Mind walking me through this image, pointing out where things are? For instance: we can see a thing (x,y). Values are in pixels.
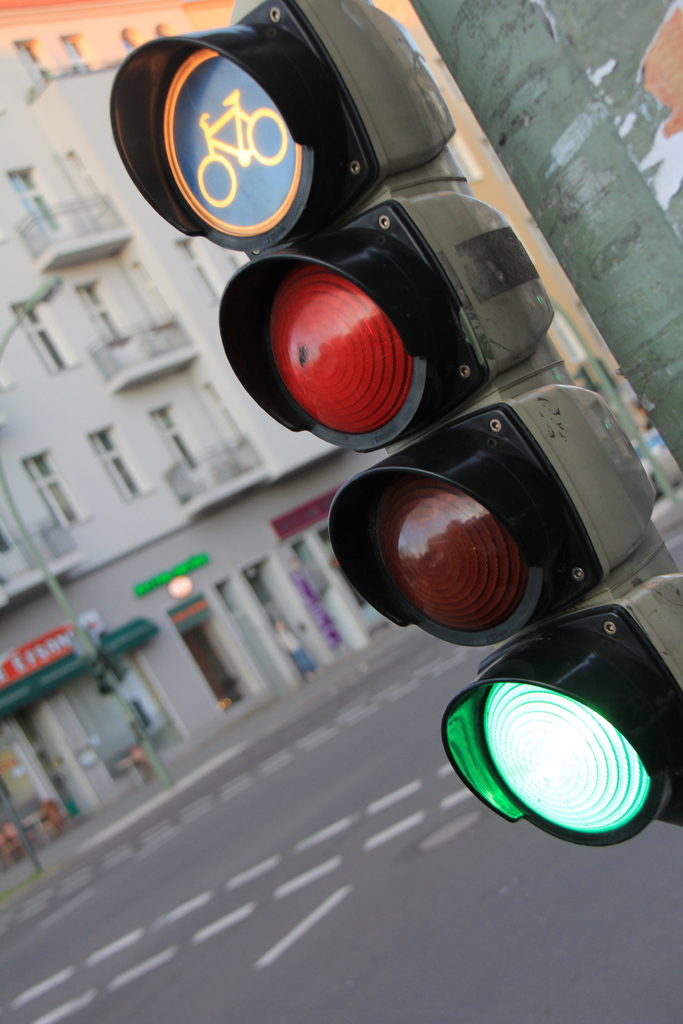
In the given image i can see a building (246,405) with windows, road (650,855) and traffic lights (384,462).
